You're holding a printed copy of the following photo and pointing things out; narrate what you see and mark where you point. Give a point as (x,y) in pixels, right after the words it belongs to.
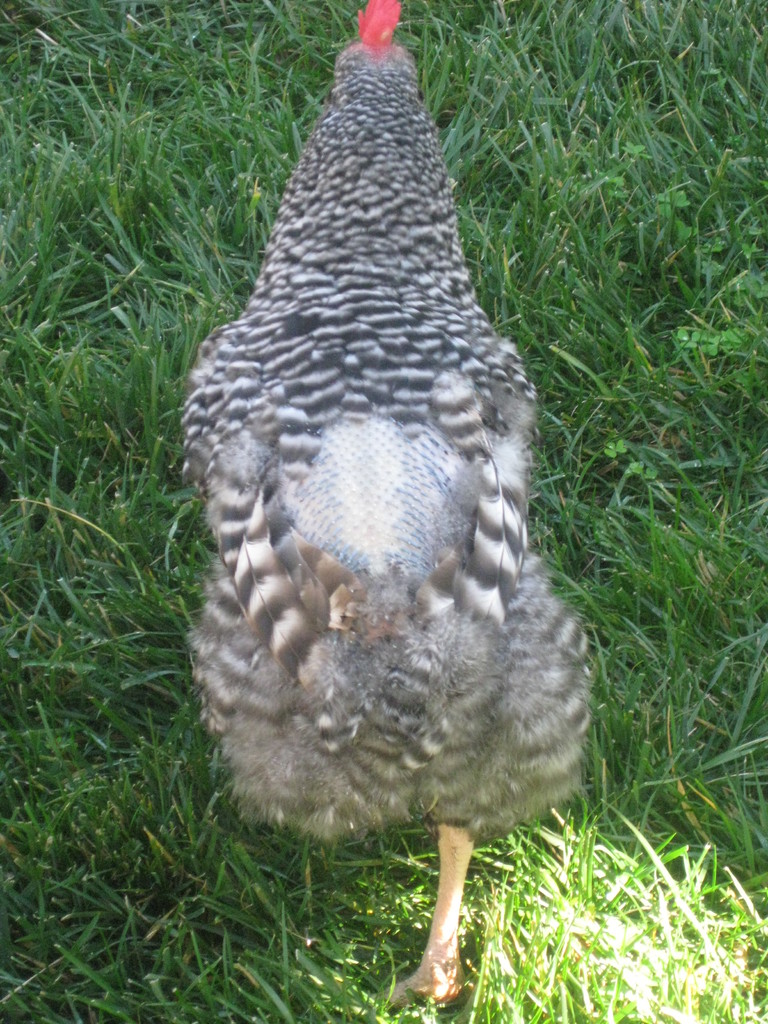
In this image we can see a hen (301,289) which is in black and white color walking on grass (151,451).
